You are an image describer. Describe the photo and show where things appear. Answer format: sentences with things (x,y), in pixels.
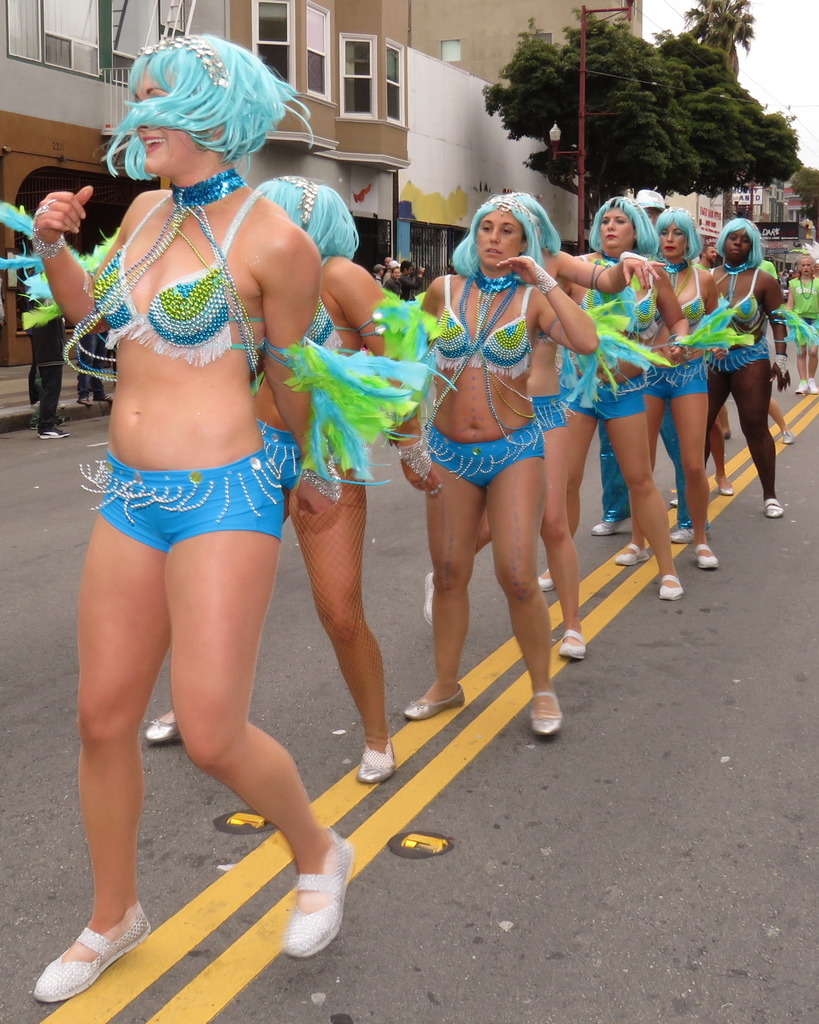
In this picture we can able to see a group of women's (520,332) are dancing and wore blue color dresses (182,338) with a blue color hair (226,113) on a road (628,737). Background of them there is a building (370,50) in cream and white color. Far there are group of trees (646,131). These are windows (362,91) with glass (357,88). Far there are buildings (786,206). The sky (783,78) is in white color.
